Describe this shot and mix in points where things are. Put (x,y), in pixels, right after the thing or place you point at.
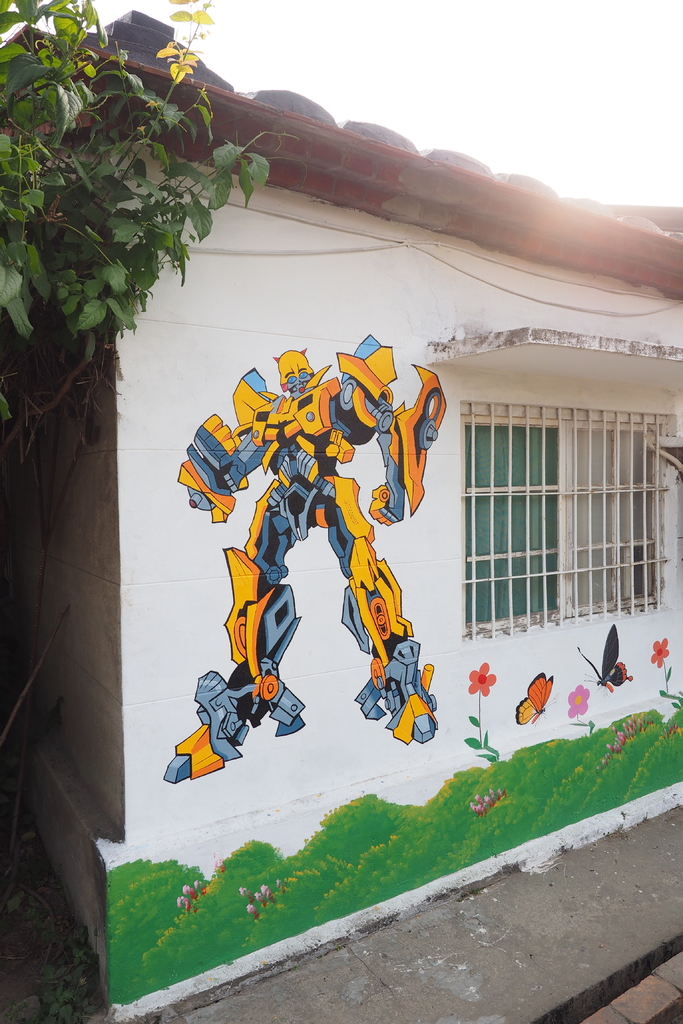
In this image I can see a wall (137,506) along with the window (513,536). on the wall (152,628) I can see few paintings (317,488) of robot (376,622), flowers (478,741), butterflies (628,678) and grass (335,885). On the left side (48,232) there is a tree (38,139). At the top of the image (481,64) I can see the sky (487,89).
